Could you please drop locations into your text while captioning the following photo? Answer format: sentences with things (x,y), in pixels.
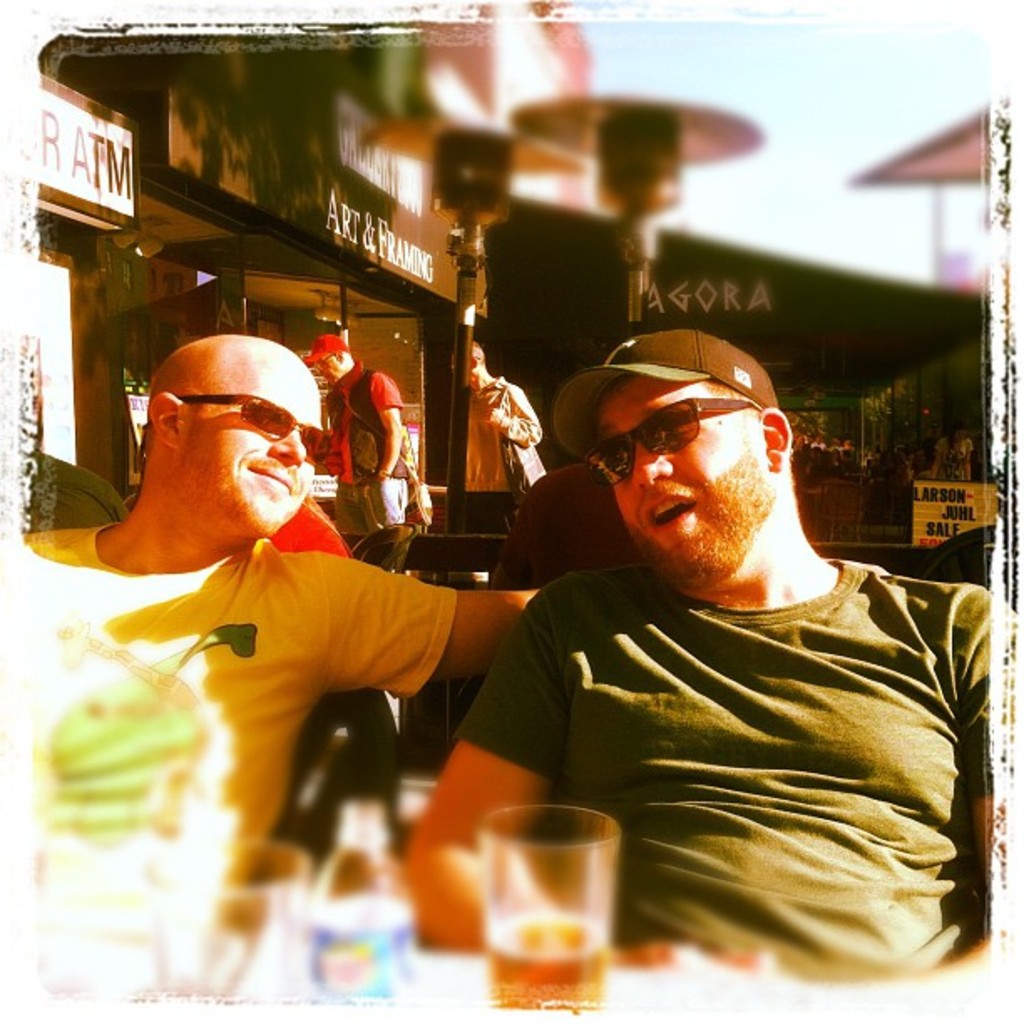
This is a photo. In the center of the image (559,596) we can see two persons (644,733) are sitting on the chairs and wearing goggles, a man (656,757) is wearing a cap (594,414). In-front of them we can see a table (456,990). On the table (471,952) we can see the glasses (490,948), bottle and some other objects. In the background of the image (530,394) we can see the buildings (566,282), boards (365,213), poles (632,256), stores (613,323) and some persons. At the top of the image (885,91) we can see the sky (845,147).
